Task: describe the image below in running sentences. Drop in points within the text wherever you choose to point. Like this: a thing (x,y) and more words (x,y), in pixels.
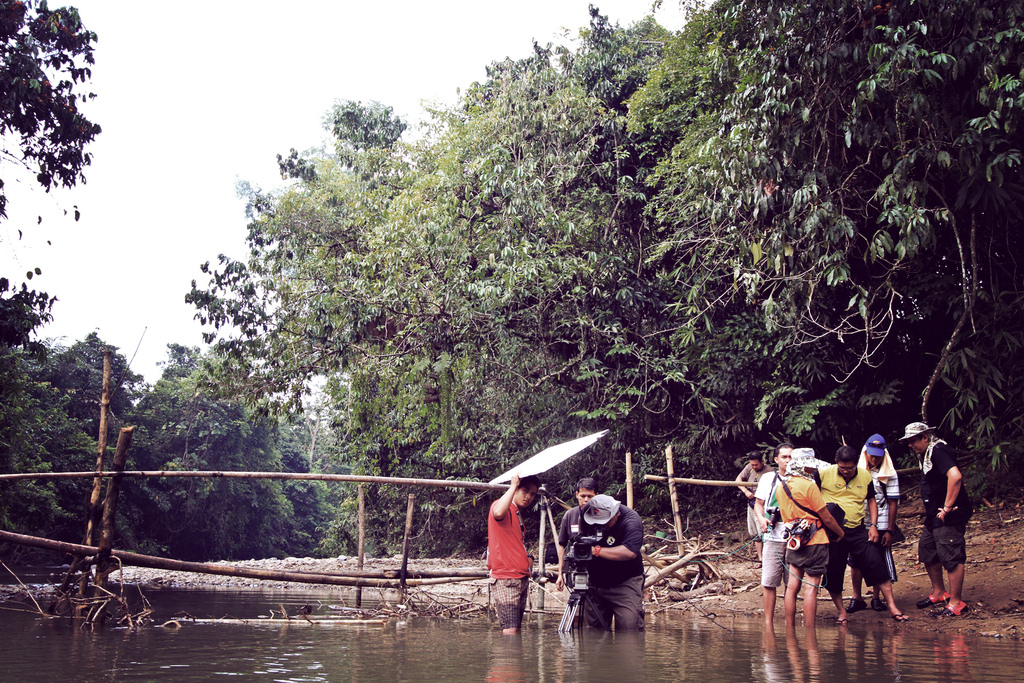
In this picture, we can see a few people (754,474) and a few (754,474) are holding some objects (797,546), we can see a few (521,605) are in water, the ground (453,562), wooden poles (100,543), trees (348,328), and the sky (265,172).
